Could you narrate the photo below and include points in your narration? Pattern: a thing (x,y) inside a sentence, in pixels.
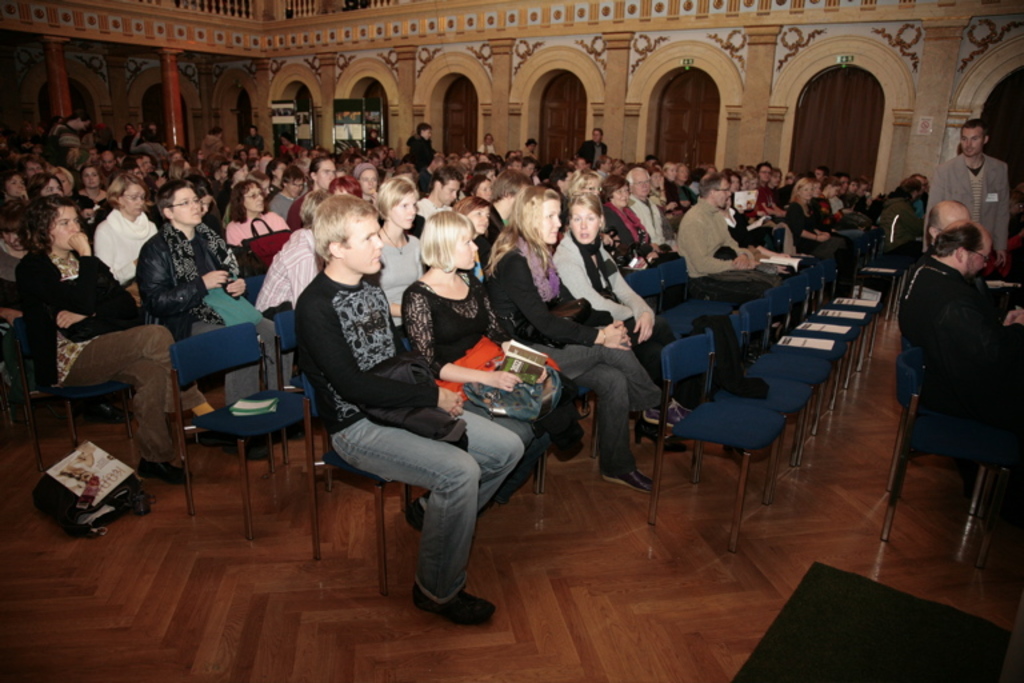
In this image I can see the group of people (363,288) sitting on the chairs (279,395) and some people (971,140) are standing. One woman (499,373) is holding some objects (504,366) with her. On the floor (104,584) there is a bag (80,507) and books (73,486).
